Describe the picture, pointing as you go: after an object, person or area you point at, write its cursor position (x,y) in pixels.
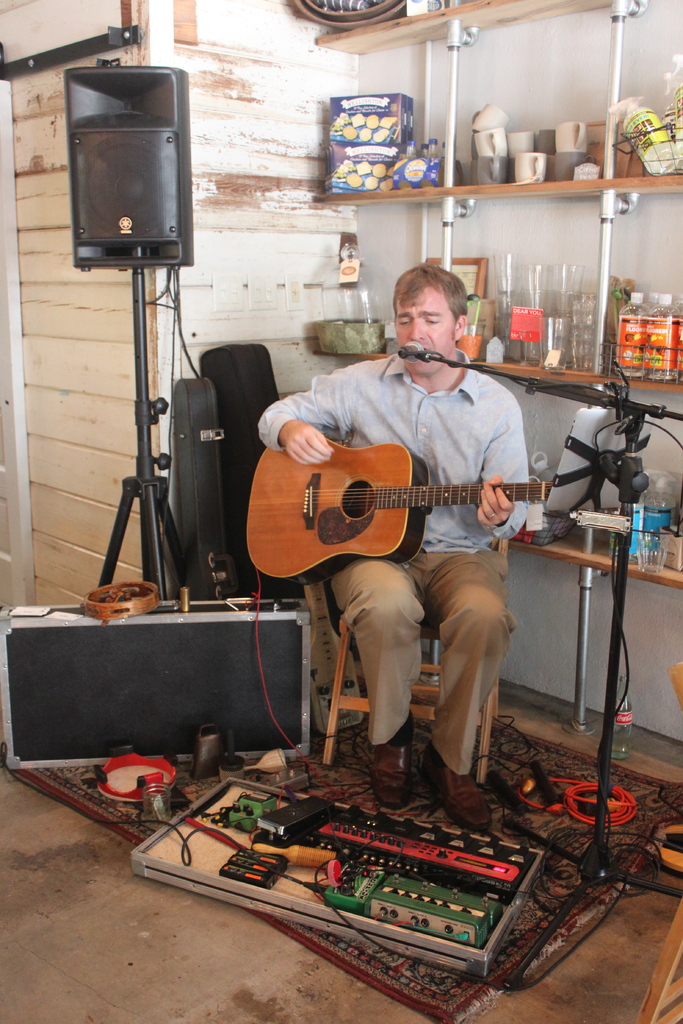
In this image a person (434,552) is playing guitar (378,511) along with singing. There is a mic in front of him. There are some tools (371,871) on the floor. There is a speaker (162,202) beside the person (388,372). Behind the person (391,362) there is a rack (453,31) on the rack (538,553) there are glasses (535,274), cup (541,138), packets (386,132), bottles (661,310), and few other things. On the floor (405,955) there is a carpet (419,1004).
